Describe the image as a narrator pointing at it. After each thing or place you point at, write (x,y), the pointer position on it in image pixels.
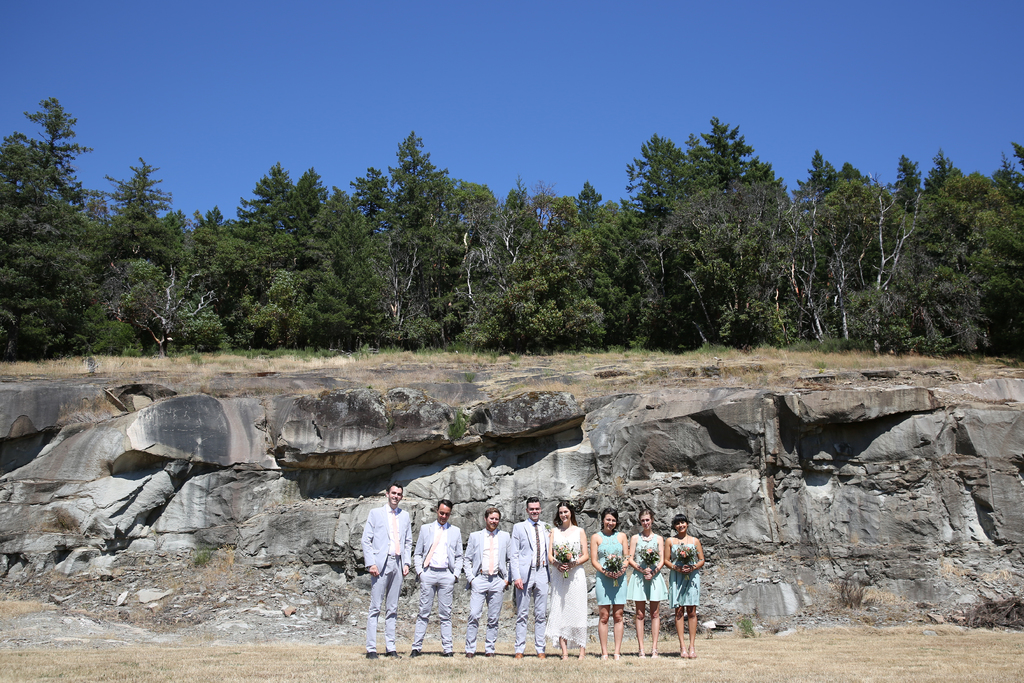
In the middle of the image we can see group of people (521,575), few people (599,579) holding bouquets (612,560), behind them we can find few rocks (327,376) and trees (577,229).
